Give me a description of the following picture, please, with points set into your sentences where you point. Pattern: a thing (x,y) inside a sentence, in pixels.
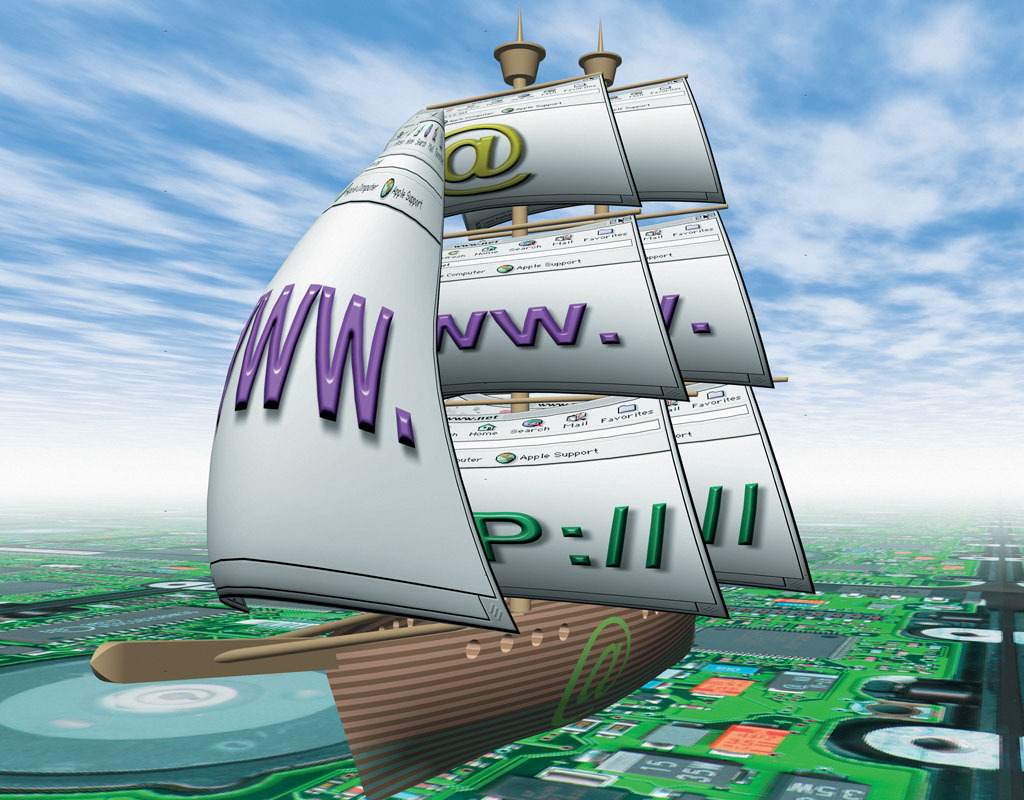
This picture is an animated picture. In the center (619,441) there is a boat (608,486). In the background (193,597) there is a motherboard (846,636). On the top (877,78) there is a sky (711,109) with clouds (133,216).
